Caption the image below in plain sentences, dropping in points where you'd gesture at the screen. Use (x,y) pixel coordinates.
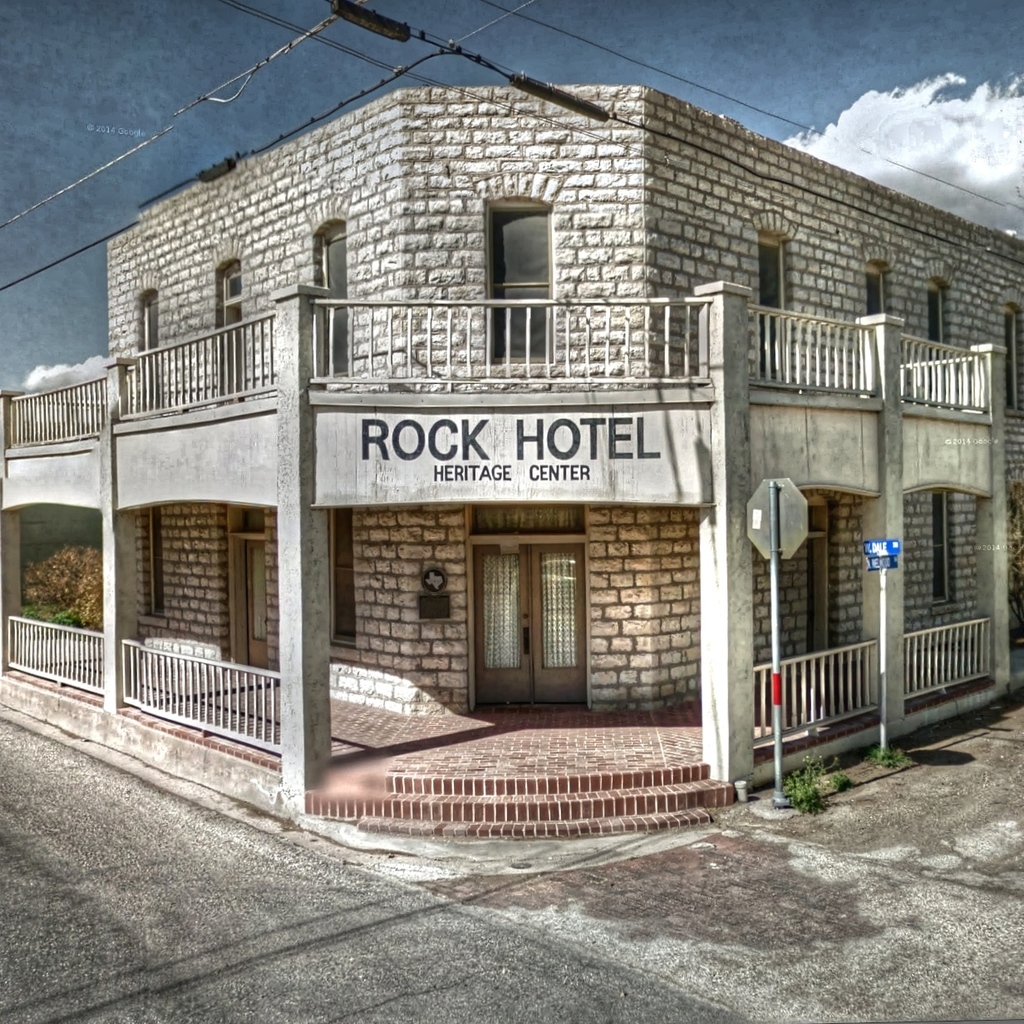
In this image there is a road (499,986) in the background (43,500) there is a building (630,248), poles (779,723), wires (48,200) and a sky (687,27).
